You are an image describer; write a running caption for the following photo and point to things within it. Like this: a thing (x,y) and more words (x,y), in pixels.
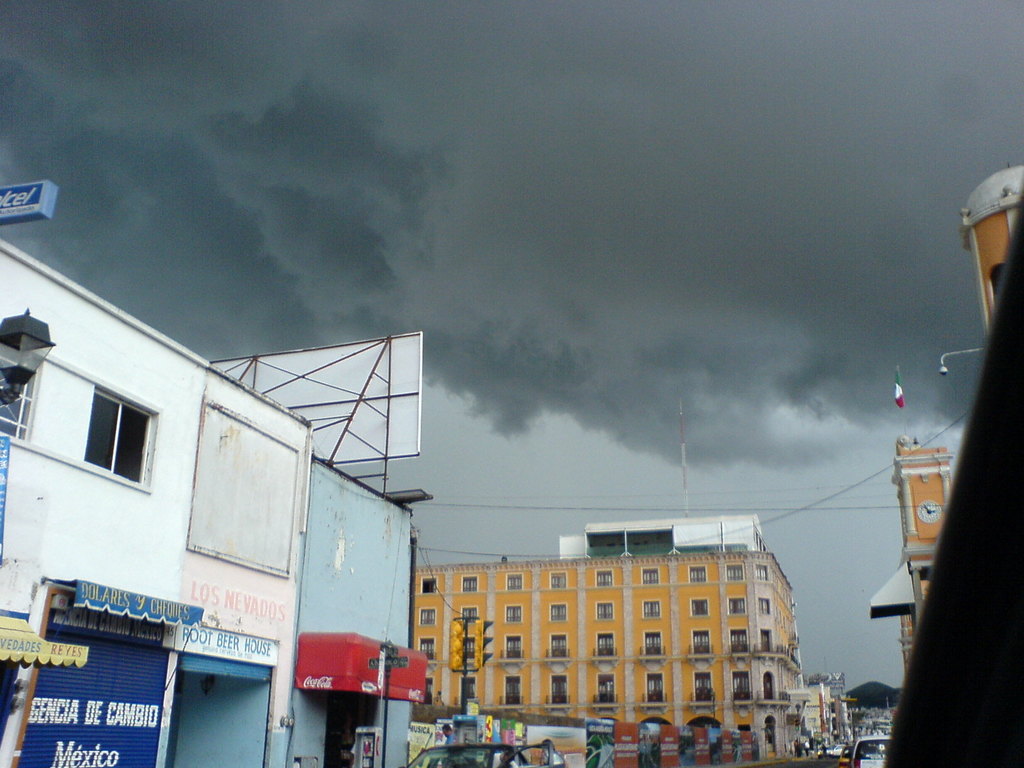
In this image we can see some buildings (647,683), wordings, shops (362,720) and there is a flag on one of the building (923,525) and top of the image (545,165) there is cloudy sky (400,167).
